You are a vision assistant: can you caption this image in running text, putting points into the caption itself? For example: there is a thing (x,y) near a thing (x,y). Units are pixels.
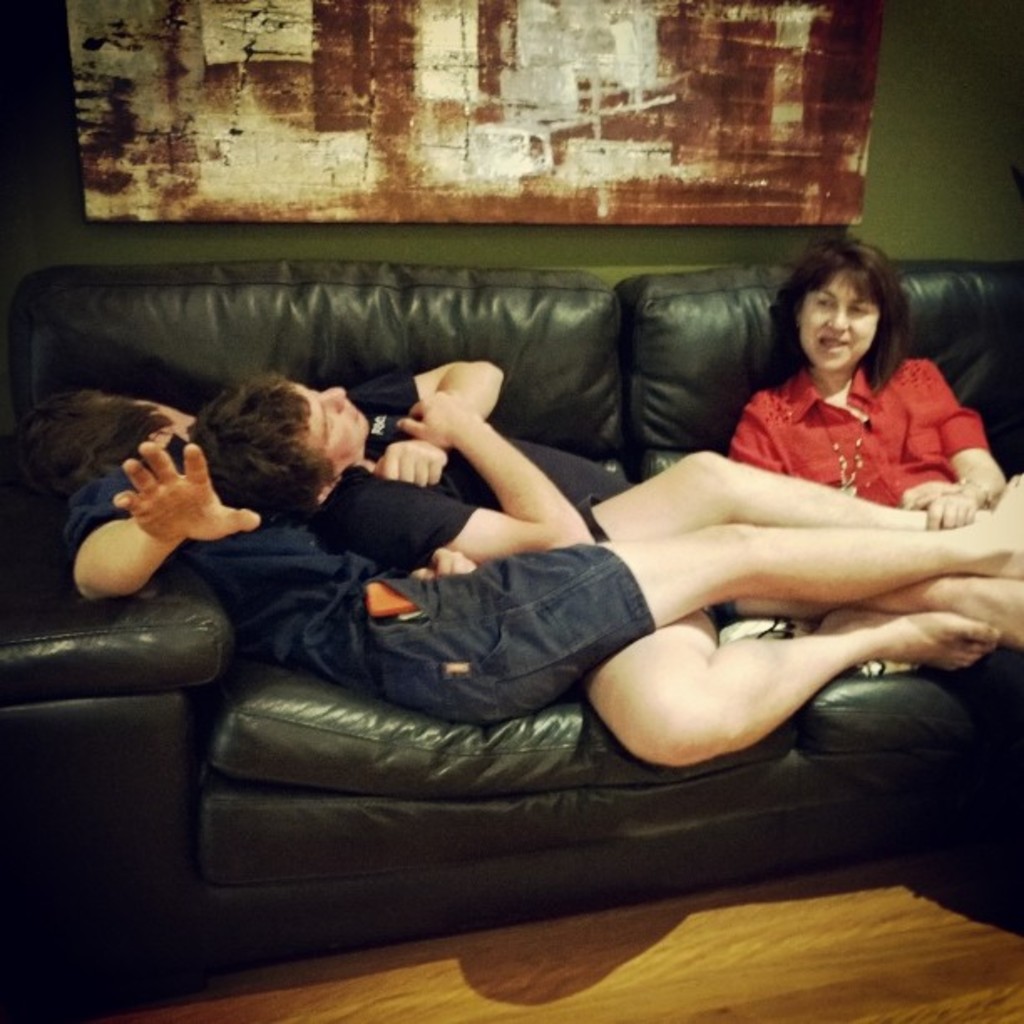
The black shirt person (424,469) and blue shirt person (295,575) slept on a black sofa (185,374) and kept their legs (764,561) on the laps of a person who is wearing red shirt (818,463) and the background wall (901,177) is green in color and there is some painting (843,189) on the wall (884,166).
